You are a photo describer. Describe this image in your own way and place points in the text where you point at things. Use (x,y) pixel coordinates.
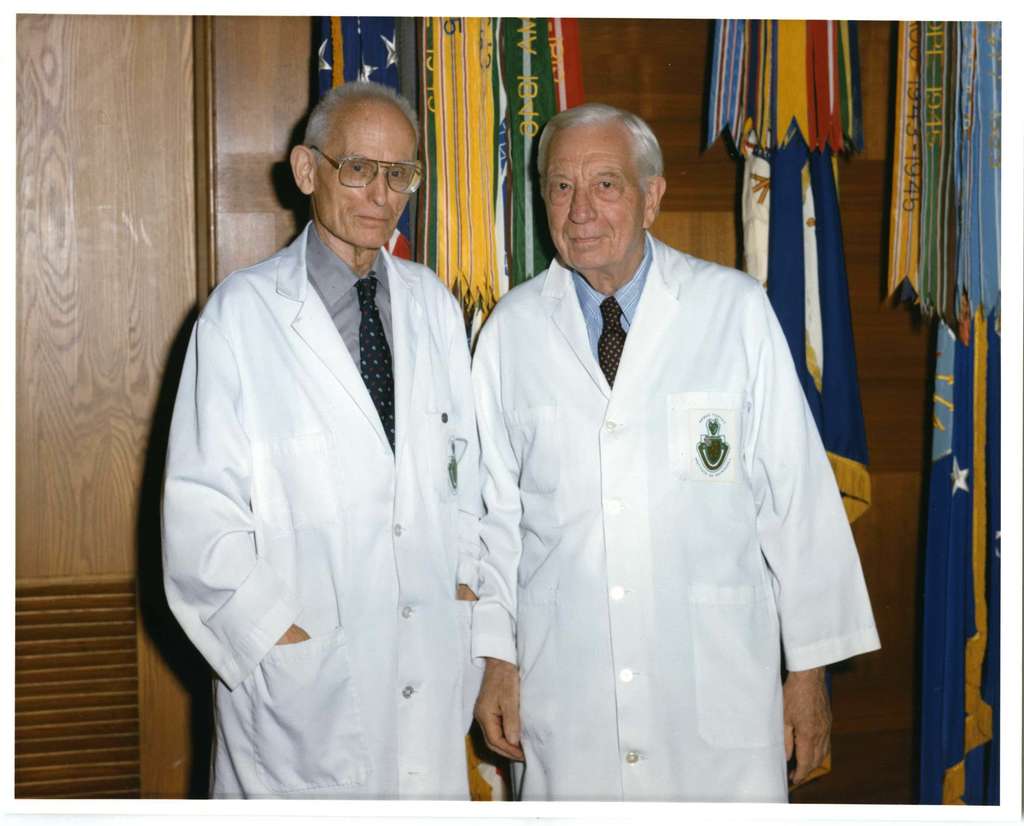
In this picture there are two persons (643,498) who are wearing shirt (594,343), tie (380,337) and aprons (464,495). Behind them I can see the flags (544,113) which are placed near to the wooden wall (35,451).
